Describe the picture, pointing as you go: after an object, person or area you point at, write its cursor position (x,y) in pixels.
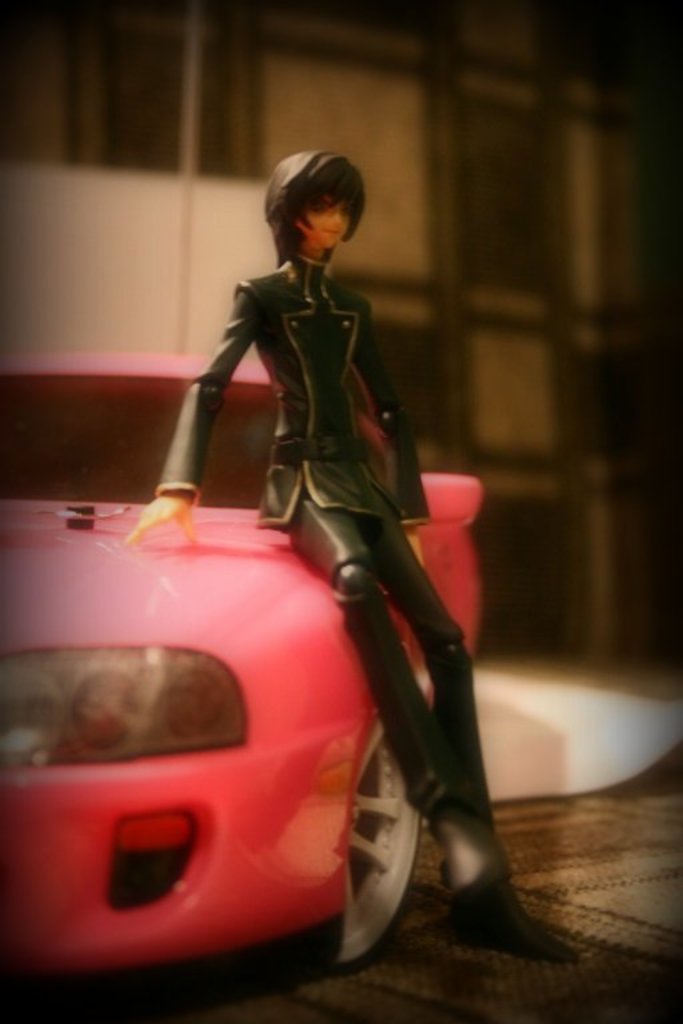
In this image I can see a pink color toy car (260,575) and a doll (294,456). I can also see this doll (327,369) is wearing black dress (312,514). I can see this image is little bit blurry from background (15,214).
